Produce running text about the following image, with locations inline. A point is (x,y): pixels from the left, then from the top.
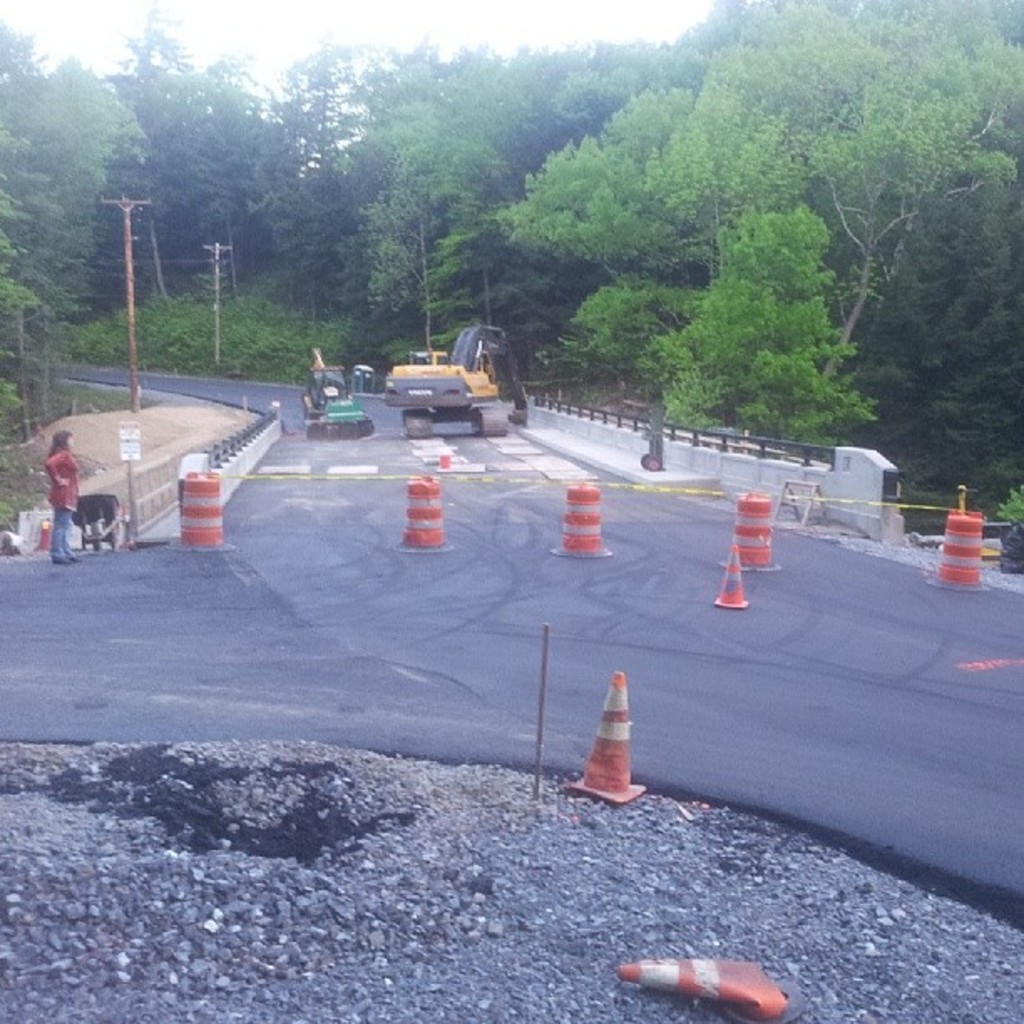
This image is taken outdoors. At the top of the image (350,26) there is the sky (305,30). In the background (917,382) there are many trees (947,402) and plants (183,349) with leaves (212,207), stems (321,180) and branches (546,259). There are a few poles (131,235) with wires (199,263). At the bottom of the image (341,937) there is a ground (312,930). There are many pebbles (261,878) on the ground (415,873). In the middle of the image (503,568) there is a road (576,637). There are a few safety cones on the road (530,511). There are two machines (349,424) on the road (485,449). On the left side of the image (76,494) a woman (67,520) is standing on the road (88,583).
